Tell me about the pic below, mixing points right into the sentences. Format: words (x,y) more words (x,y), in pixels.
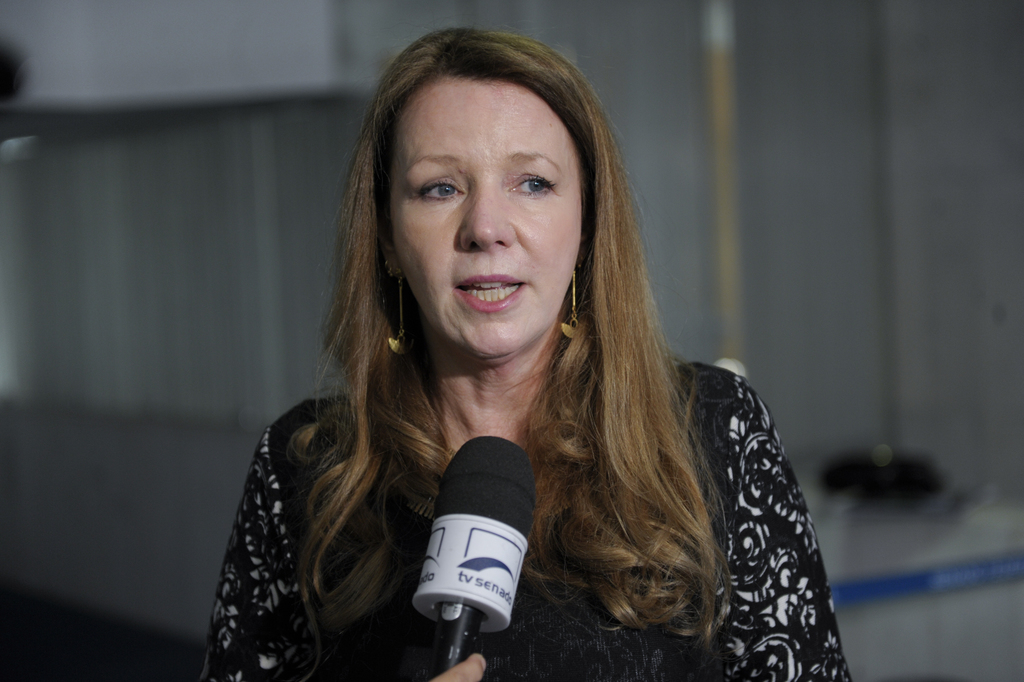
In this image I can see a person (526,310) standing in-front of the mic (498,561).
